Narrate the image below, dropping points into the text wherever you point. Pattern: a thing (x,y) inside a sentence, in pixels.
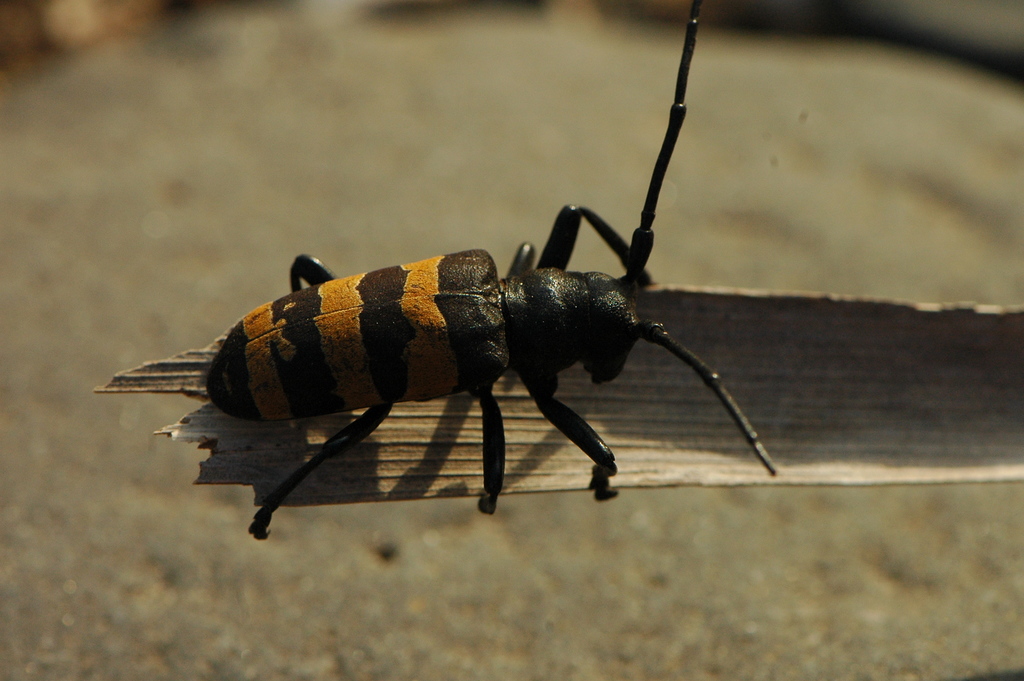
In this image there is an insect (478,388) on the wooden object (578,455) in the foreground (275,457). And it looks like ground (528,567) at the bottom (541,578).
